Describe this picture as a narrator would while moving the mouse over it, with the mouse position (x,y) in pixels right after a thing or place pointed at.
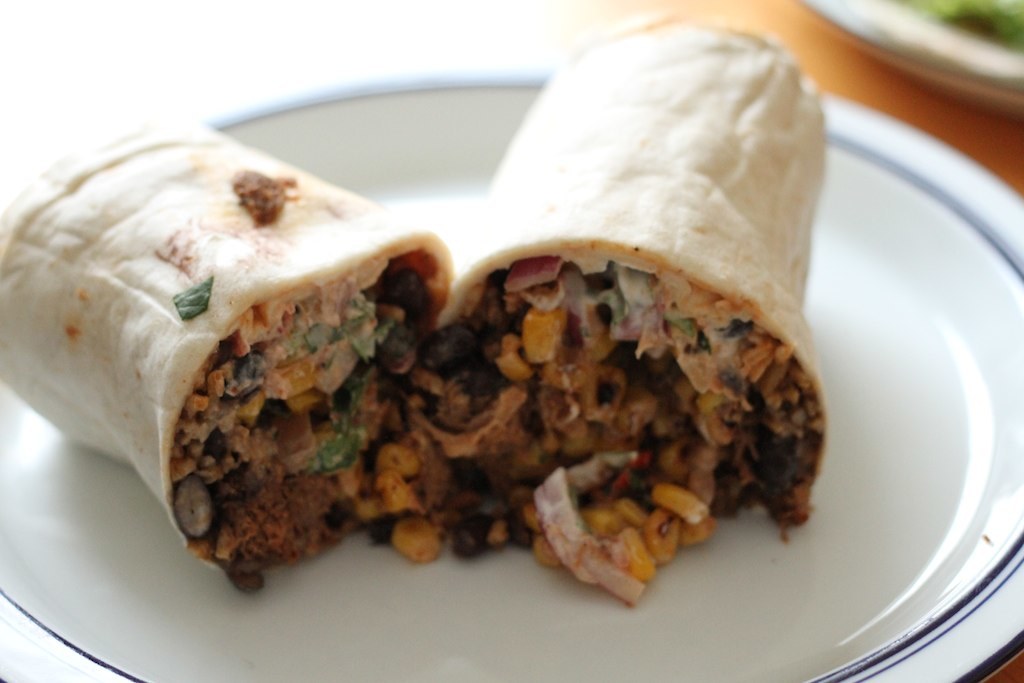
In this picture I can observe some food (120,446) in the white color plate (333,649). The plate (847,330) is placed on the brown color table (803,30).
